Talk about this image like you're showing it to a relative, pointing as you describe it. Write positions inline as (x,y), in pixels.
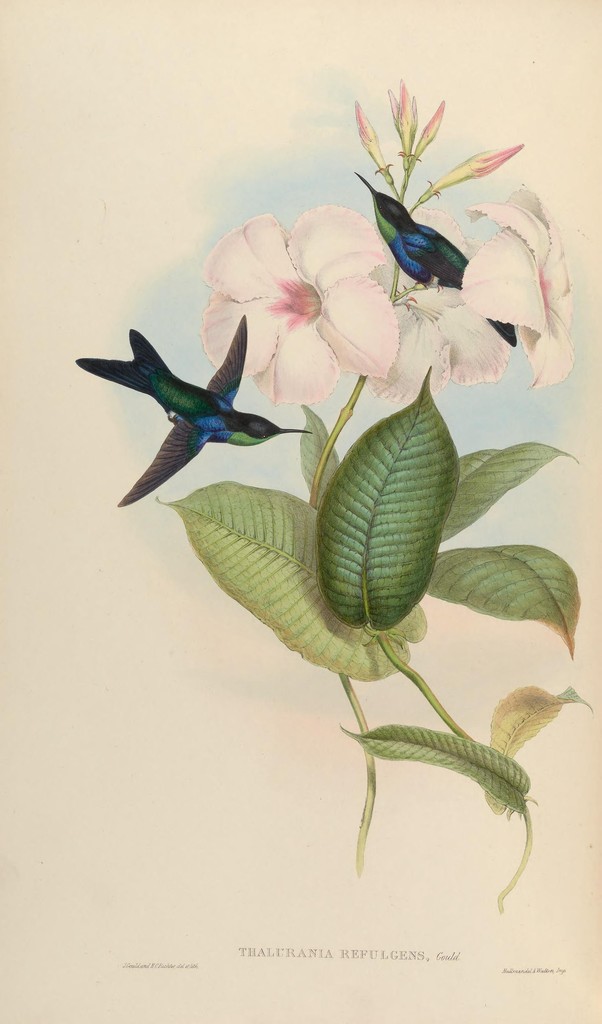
In this image we can see paintings (290,280) of flowers (391,316) on stems (311,493) with leaves (336,607). Also we can see birds (245,351). At the bottom of the image (332,954) something is written.
